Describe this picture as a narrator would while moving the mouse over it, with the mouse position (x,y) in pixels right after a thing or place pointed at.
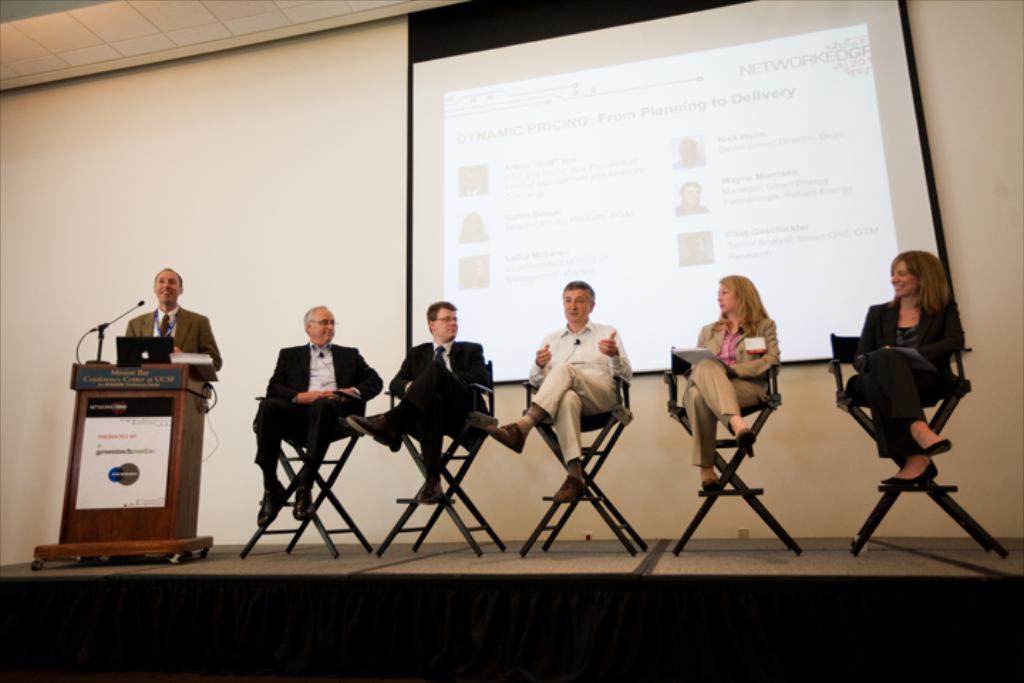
On the background (610,112) we can see a screen (609,186). this is a wall (281,238). here we can see few persons (955,340) sitting on the chairs (949,404). In Front of a podium (143,398) we can see one man (175,316) standing in front of a mike (99,345) and laptop (167,358).
